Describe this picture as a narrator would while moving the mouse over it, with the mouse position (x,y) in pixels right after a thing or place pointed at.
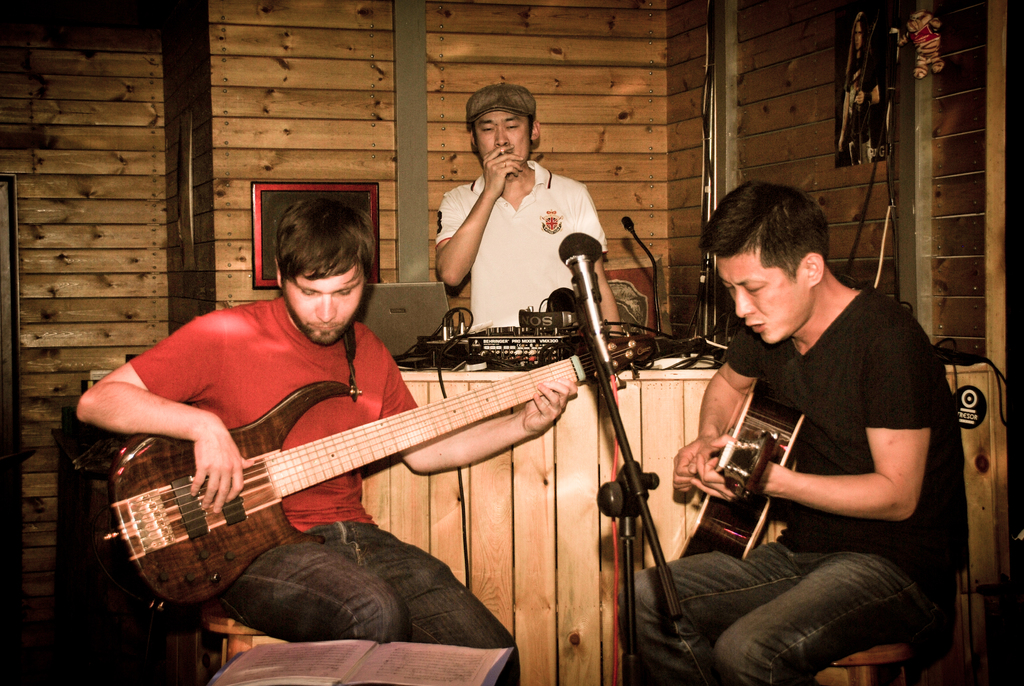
Here we can see two persons (362,381) are sitting and playing the guitar (373,442), and in front (587,272) here is the microphone (577,281), and at back (511,209) a person (487,180) is standing, and here is the table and some objects (517,358) on it, and here is the wall (274,99).
